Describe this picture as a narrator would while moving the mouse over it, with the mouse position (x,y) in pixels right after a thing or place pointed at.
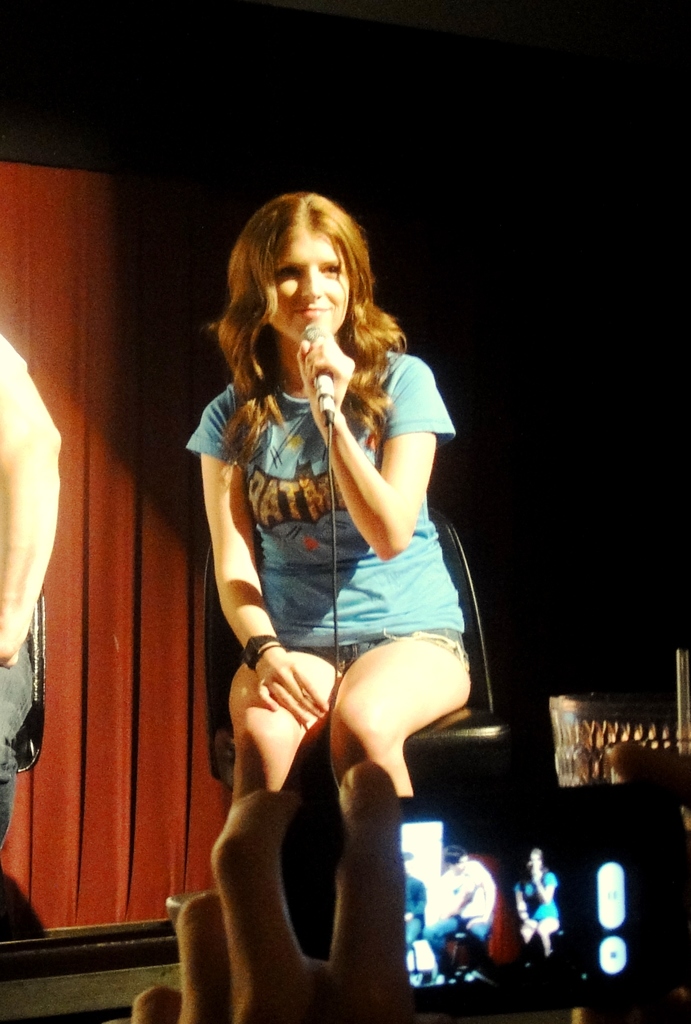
In this image we can see group of persons (256,634) sitting on chairs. One women (411,714) wearing blue t shirt (407,618) is sitting on chair (232,673) holding a microphone (330,445) in her hand (317,358). One person (354,780) is holding a mobile (560,1000) in her hand (267,958).
